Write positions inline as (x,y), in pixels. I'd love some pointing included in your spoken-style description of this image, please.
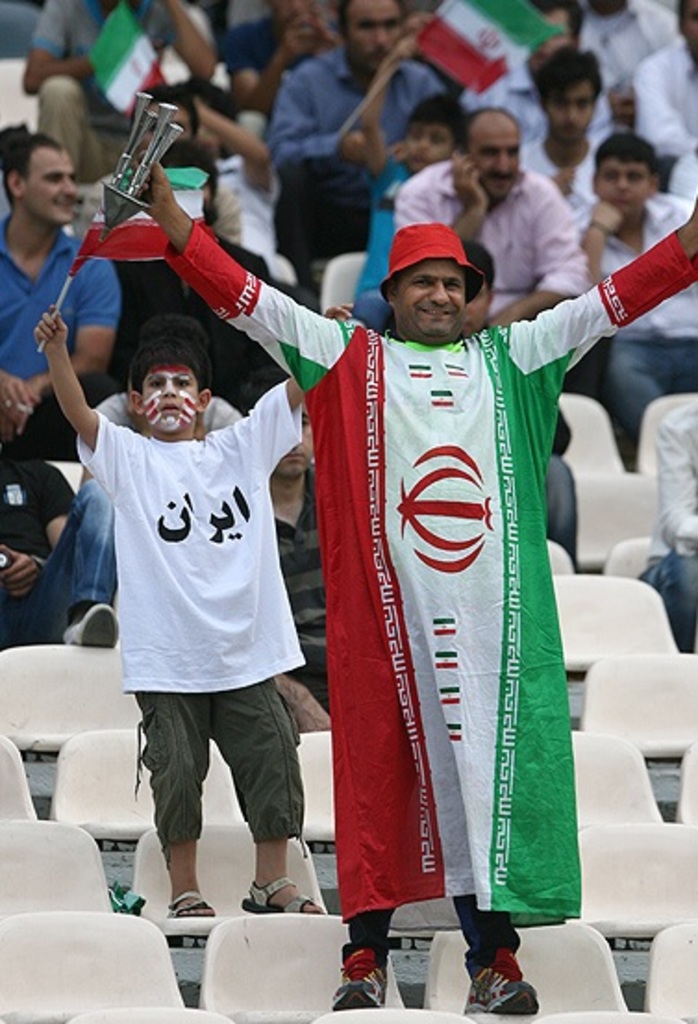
In this image I can see the group of people (343,495) with different color dresses (270,543). I can see one person (324,532) holding an object (110,190) and few people (141,489) are holding the flags (131,78).
